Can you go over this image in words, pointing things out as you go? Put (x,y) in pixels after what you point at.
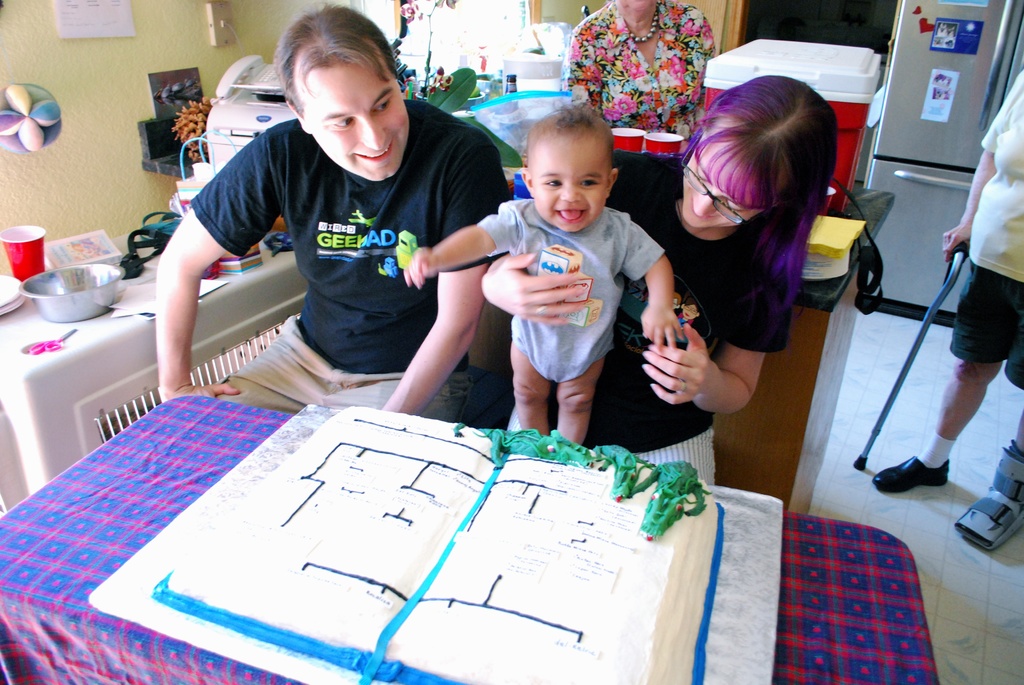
In the image we can see there are people (591,271) who are sitting on chair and at the back (635,90) people (617,64) are standing. On the table (128,539) there is a cake (595,599).
